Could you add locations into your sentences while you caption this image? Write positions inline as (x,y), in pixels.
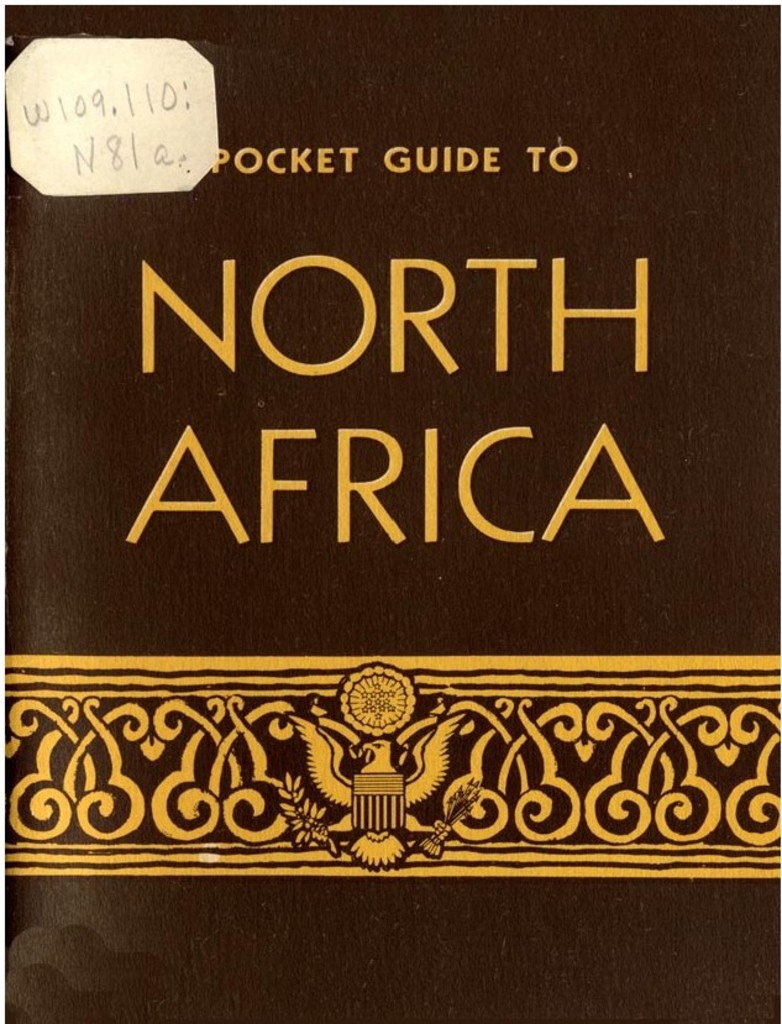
In this image we can see cover page (420,652) of a book (418,801).
